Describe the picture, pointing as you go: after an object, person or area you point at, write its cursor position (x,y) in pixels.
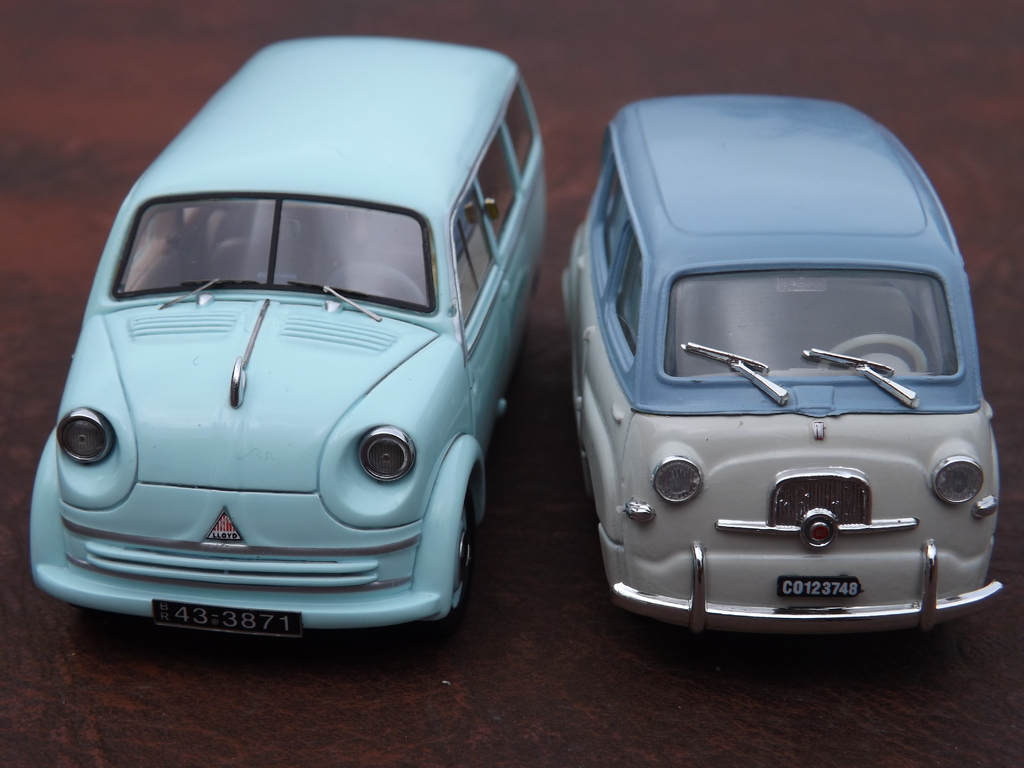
In this image we can see toy cars (479,444) placed on the surface (439,720).
